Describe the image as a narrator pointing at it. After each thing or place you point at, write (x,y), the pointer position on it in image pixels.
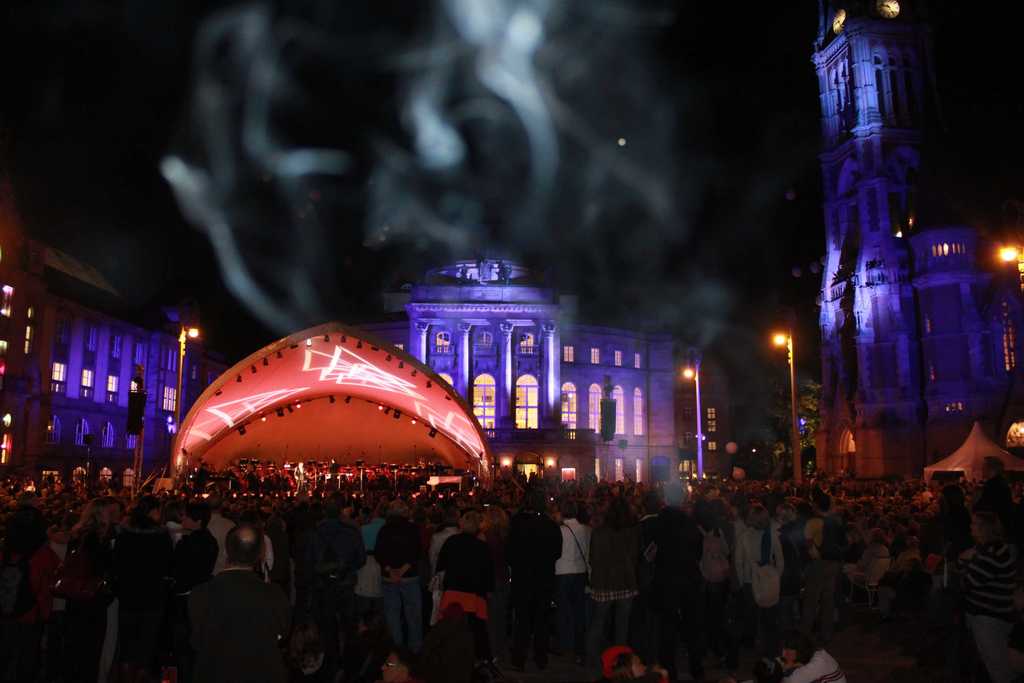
In the picture there are many people (328,514) present, there is a function hall (358,437), there are poles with the lights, there are buildings (654,362), there is a dark sky (788,314).
